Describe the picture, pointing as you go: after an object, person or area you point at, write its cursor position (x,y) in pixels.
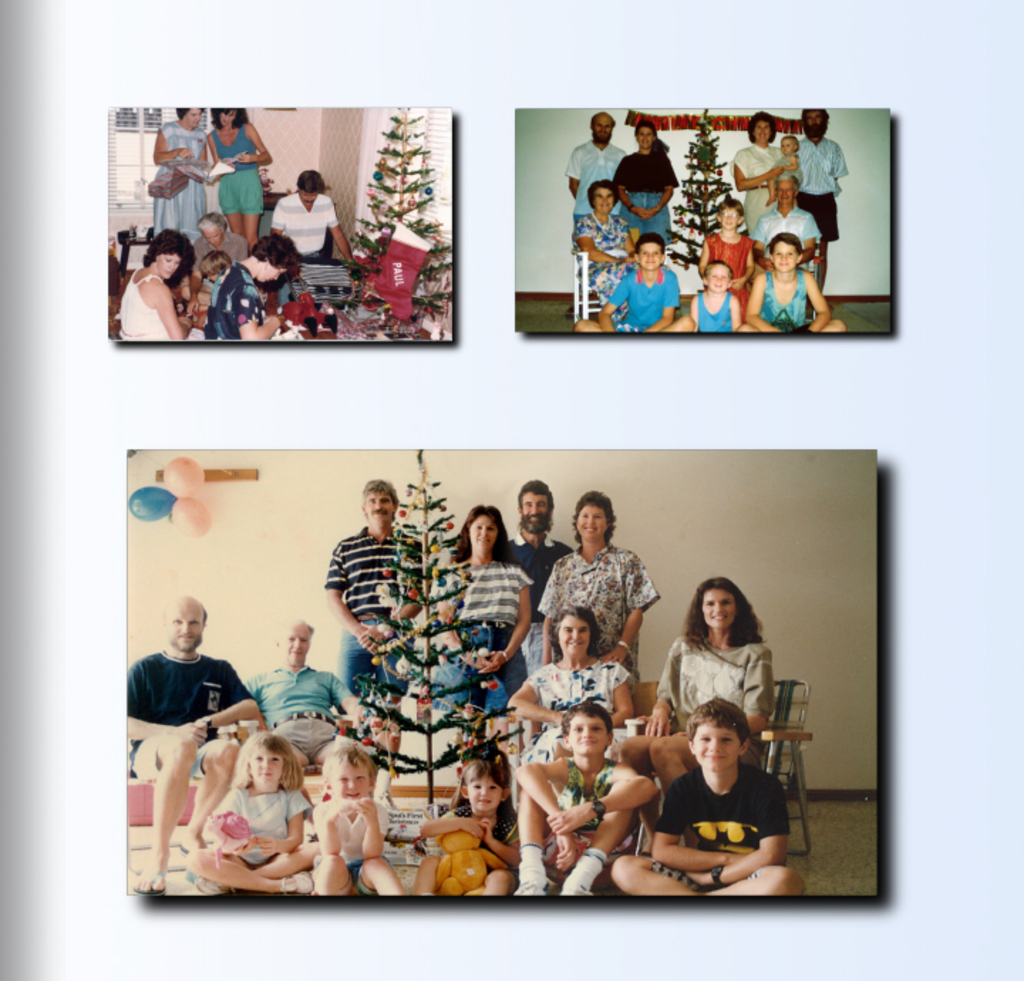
In the image we can see collage photos. In the photos we can see there are people (538,607), sitting and some of them are standing, they are wearing clothes (188,133). We can even see the Christmas tree (399,688), decorations (391,653), balloons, wall (733,556) and the floor (836,848).
